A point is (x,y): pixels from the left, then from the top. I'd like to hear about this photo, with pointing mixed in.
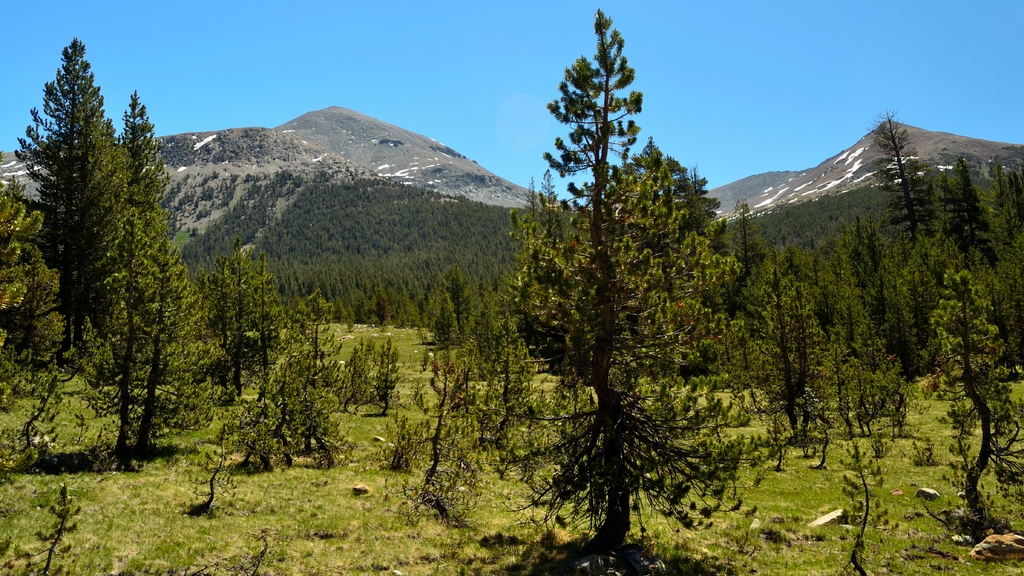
In this image there is a green land (294,554) and trees (830,253) in the background (397,234) there are mountains (821,176) and a blue sky (811,51).
